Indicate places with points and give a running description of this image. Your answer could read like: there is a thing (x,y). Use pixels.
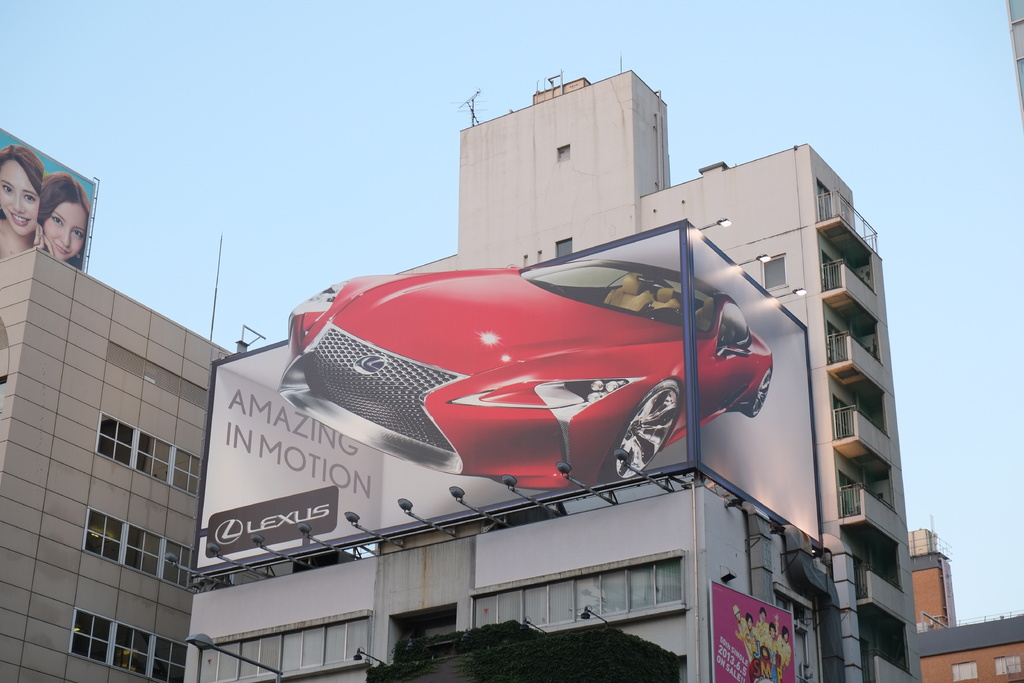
In this image I can see few buildings (629,580). In the middle of the image (598,334) there is a banner (302,412). On this I can see an image (457,340) of a car (485,318) and some text (298,433). At the top of the image (270,90) I can see the sky (256,121).
